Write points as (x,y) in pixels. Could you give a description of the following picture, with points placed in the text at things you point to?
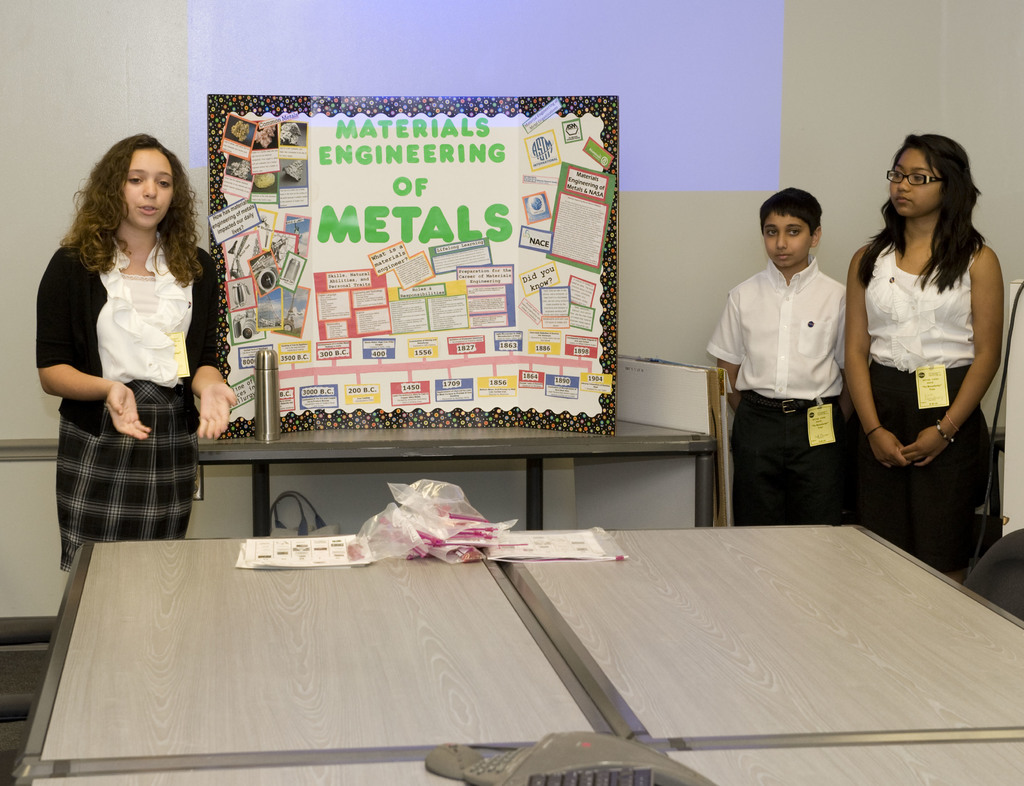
In the picture we can see three people (910,379), two girls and one boy (793,191), one girl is standing and explaining something and to the other side a boy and girl (895,388) are standing and listening to them, in front of them there is a table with some papers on it, and in the background (340,347) we can see a board (381,302) named materials engineering of metals, in the background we can see a screen (744,183) to the wall (65,225).
